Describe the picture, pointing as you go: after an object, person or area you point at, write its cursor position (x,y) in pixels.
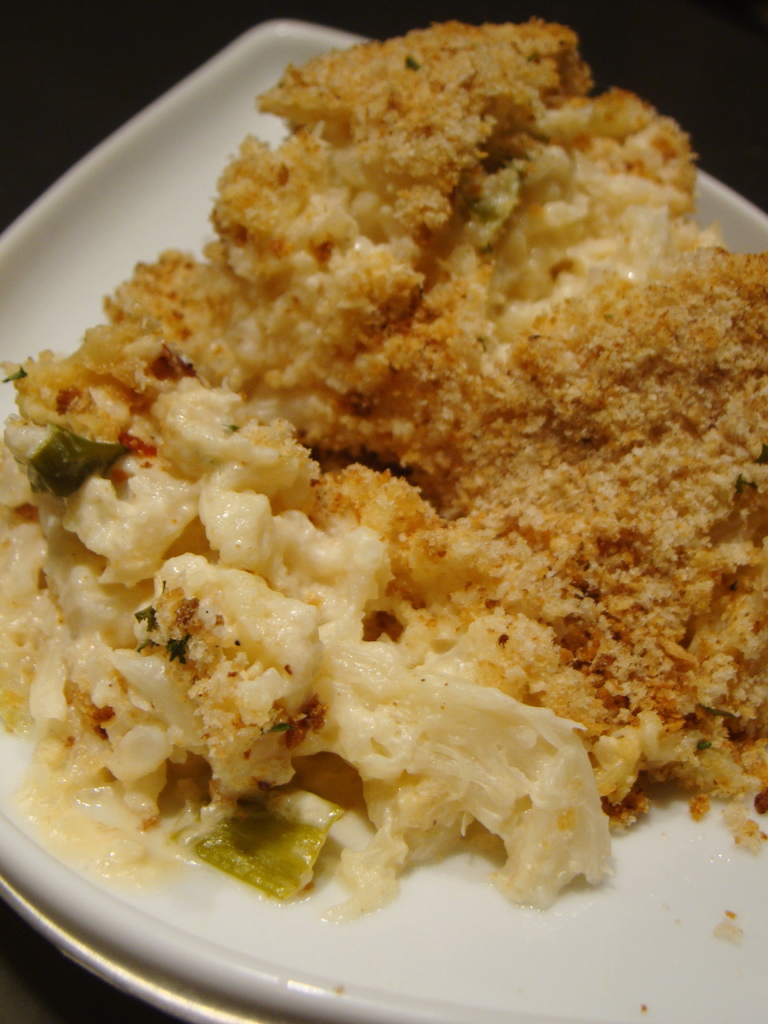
In this image, there is a white color plate (678,942), in that plate (600,1023) there is some food (143,295) kept.
